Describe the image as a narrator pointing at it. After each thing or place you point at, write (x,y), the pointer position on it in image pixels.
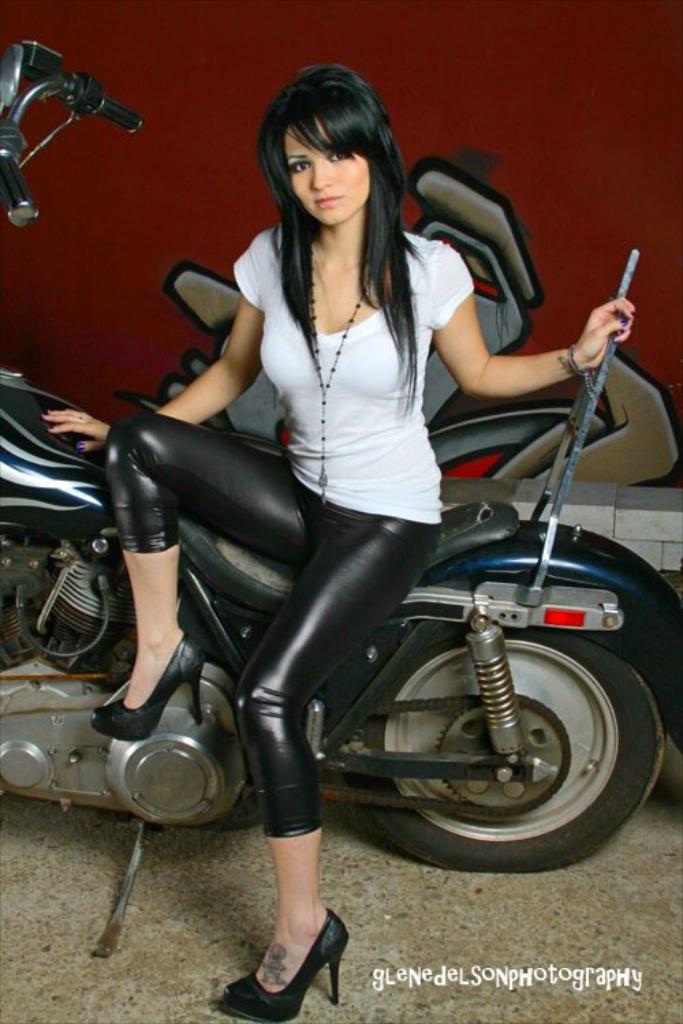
This image has a woman (158,461) is sitting on the bike (9,447) and holding a rod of it is wearing a white shirt (331,367) and black pant (246,698) and heels (150,712) to her leg (333,652).
